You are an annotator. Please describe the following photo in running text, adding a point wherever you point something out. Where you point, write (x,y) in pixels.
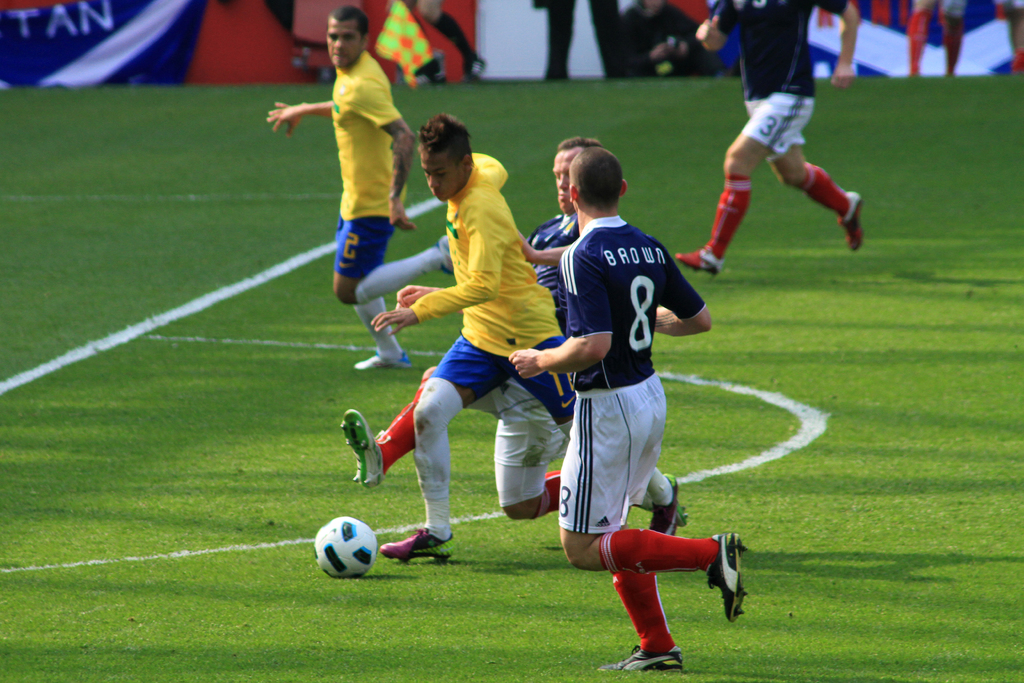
In this image I can see football ground (825,291) and on it I can see white lines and few people (425,164) are running. I can also see two of them are wearing yellow jersey (488,276) and rest are wearing blue. Here I can see a white colour football (373,541) and I can also see on their dresses (467,281) something is written. In the background (658,58) I can see few more people (469,49) and I can see this image is little bit blurry from background (108,71).
